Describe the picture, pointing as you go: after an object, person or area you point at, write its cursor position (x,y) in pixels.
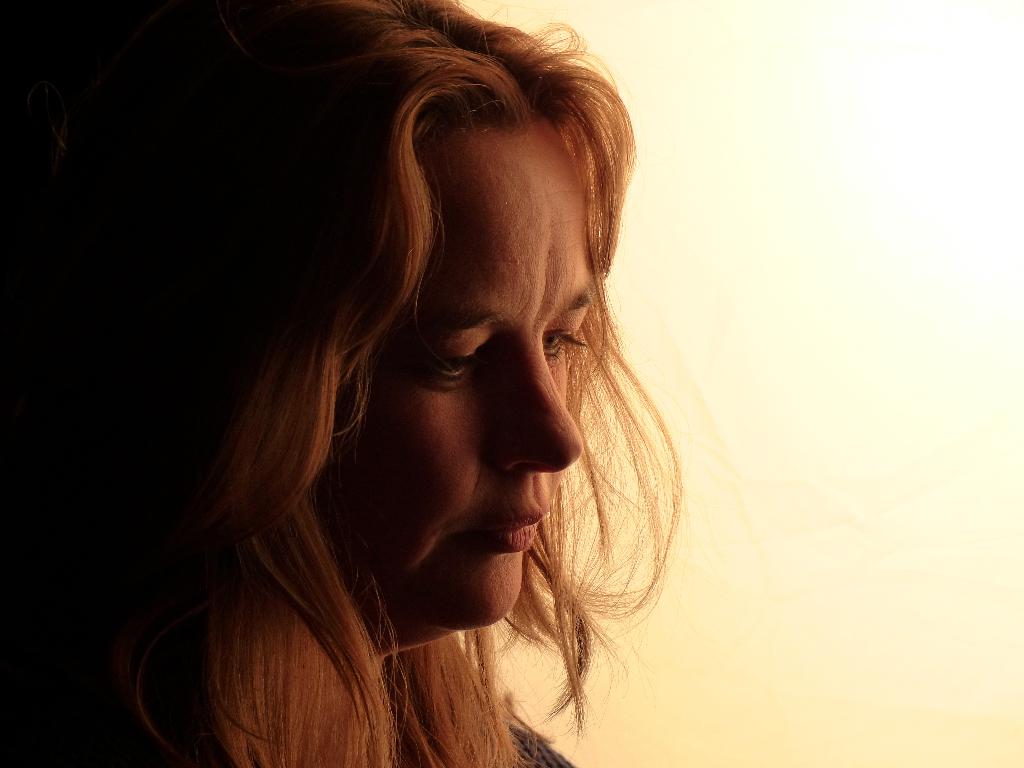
In the image there is a woman (443,311) with blond hair (336,640) on the left side (318,748) and behind her its a wall (779,328).
